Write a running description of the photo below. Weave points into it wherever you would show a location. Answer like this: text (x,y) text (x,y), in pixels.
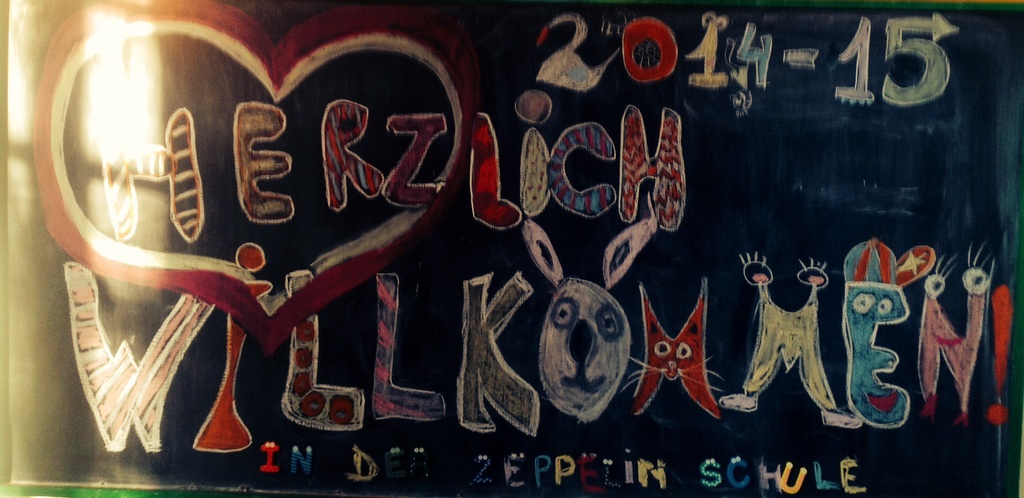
This image consists of a black board (575,152) on which something is written along with the date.
